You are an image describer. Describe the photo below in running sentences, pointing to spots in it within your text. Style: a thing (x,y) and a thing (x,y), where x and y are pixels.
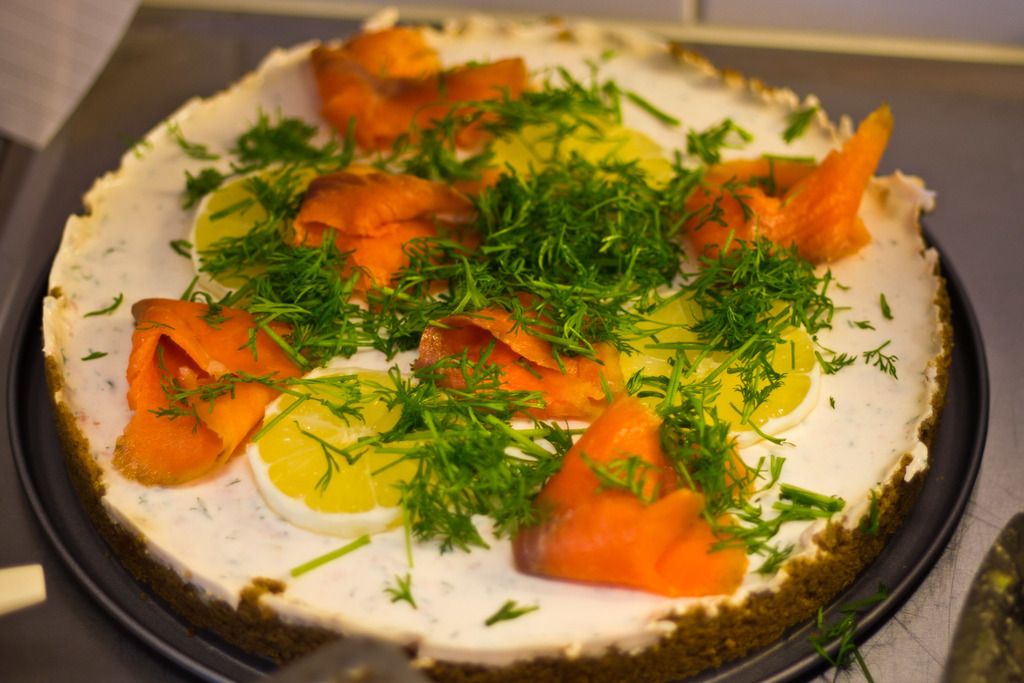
In this image I can see a pan (894,538) which consists of some food item (662,433). The background (956,9) is blurred. This food item (451,234) is garnished with some leaves (504,293) and lemon slices (315,495).
